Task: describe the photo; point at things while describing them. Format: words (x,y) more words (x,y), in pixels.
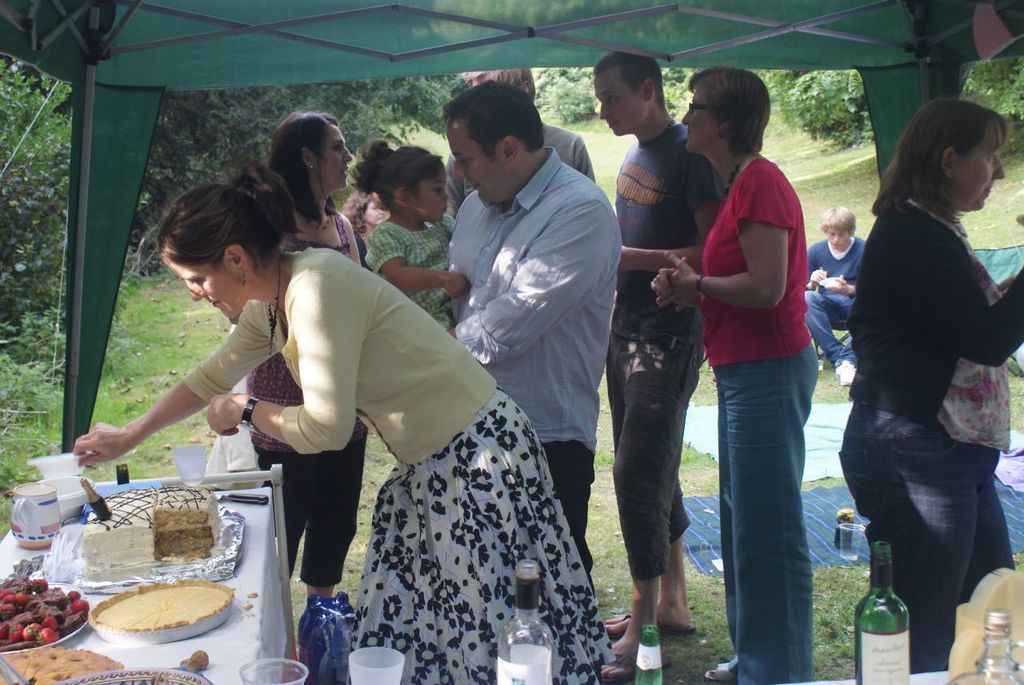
Here I can see few people (616,386) are standing under the tent (334,69). On the left side (259,622) there is a table (230,621) which is covered with a white color cloth (256,609). On the table (246,611) some food items (142,615), bowls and some other objects (44,524) are placed. There is a woman (327,357) bending and holding a bowl (74,465) in the hand (98,450). At the bottom (255,684) there are few bottles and glasses (290,684). In the middle of the image (519,326) there is a man (492,301) carrying a baby (406,243) in the hands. On the right side (820,279) there is a man (835,235) sitting on a chair (842,338) and eating some food (826,279). There are few clothes (816,463) in front of him. In the background (373,139) there are many trees (799,125) and also I can see the grass (822,171) on the ground (829,173).
